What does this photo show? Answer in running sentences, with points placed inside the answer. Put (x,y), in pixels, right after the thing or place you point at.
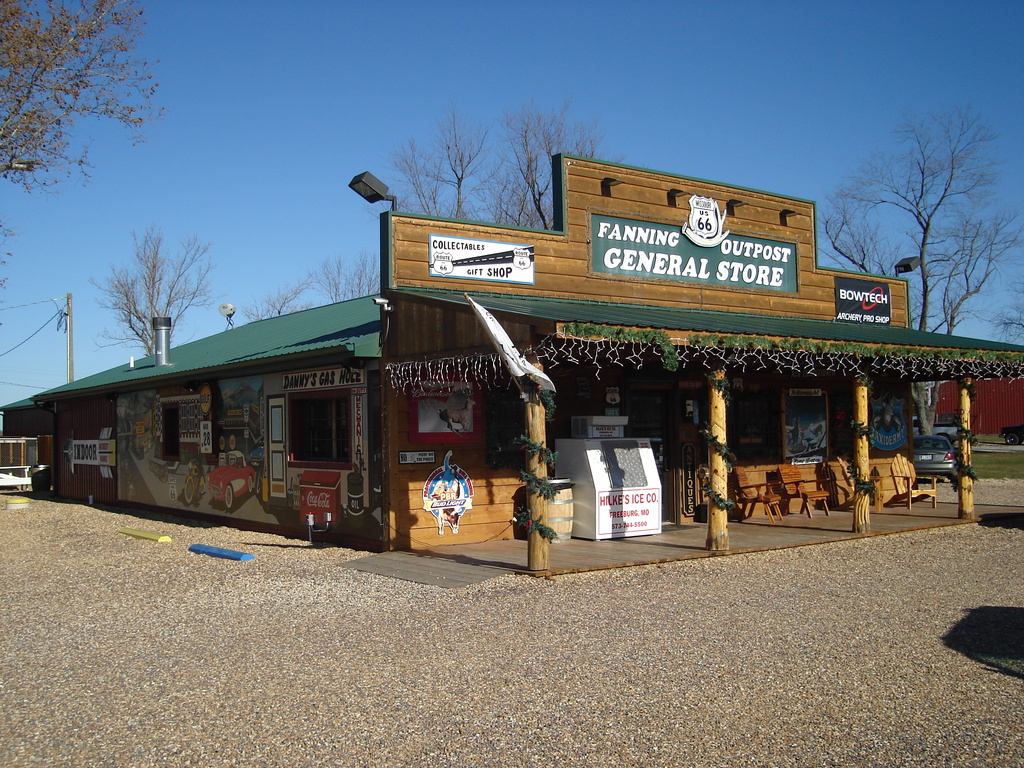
In this image there is a store (265,365), on top of the store (302,346) there are lamps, metal pole (167,339) and name boards (854,292), in front of the store (493,353) there are some objects (633,454), chairs (791,482), display boards (477,409), posters (452,400) and wooden pillars (538,439) on the porch (736,522), beside the store (764,467) there are cars (930,465) parked and there is a metal shed wall (976,410), in the background of the image (150,315) there are trees (129,287) and electric poles (72,333) with cables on it, in front of the store (671,522) there is a road (862,575) with some objects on it.
